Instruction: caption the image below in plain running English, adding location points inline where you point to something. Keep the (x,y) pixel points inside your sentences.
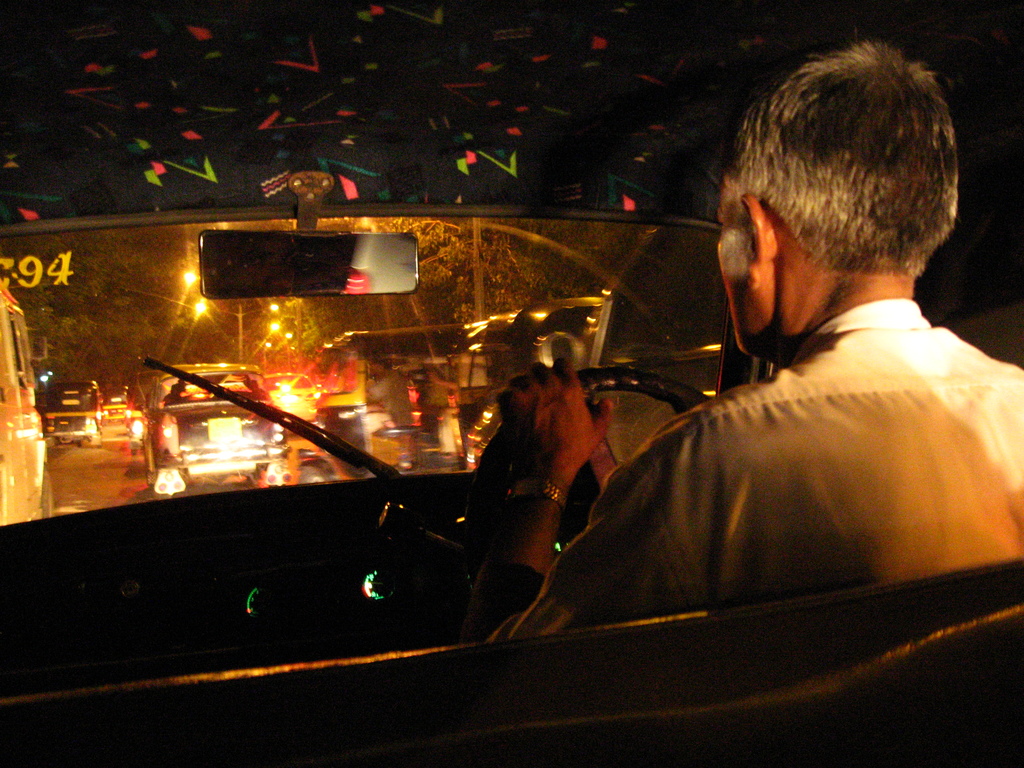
This is a inside picture of a car (600,368). A man (800,412) is driving the car (652,400). He is holding the steering (625,392) and focusing on the road (127,441). Other vehicles (325,413) are also travelling on road (123,455). There is a mirror (359,258) inside this car (282,414). The man (572,482) wore wrist watch (555,491). There is a light (202,308) with a pole (239,329). Far there are trees (61,303).
